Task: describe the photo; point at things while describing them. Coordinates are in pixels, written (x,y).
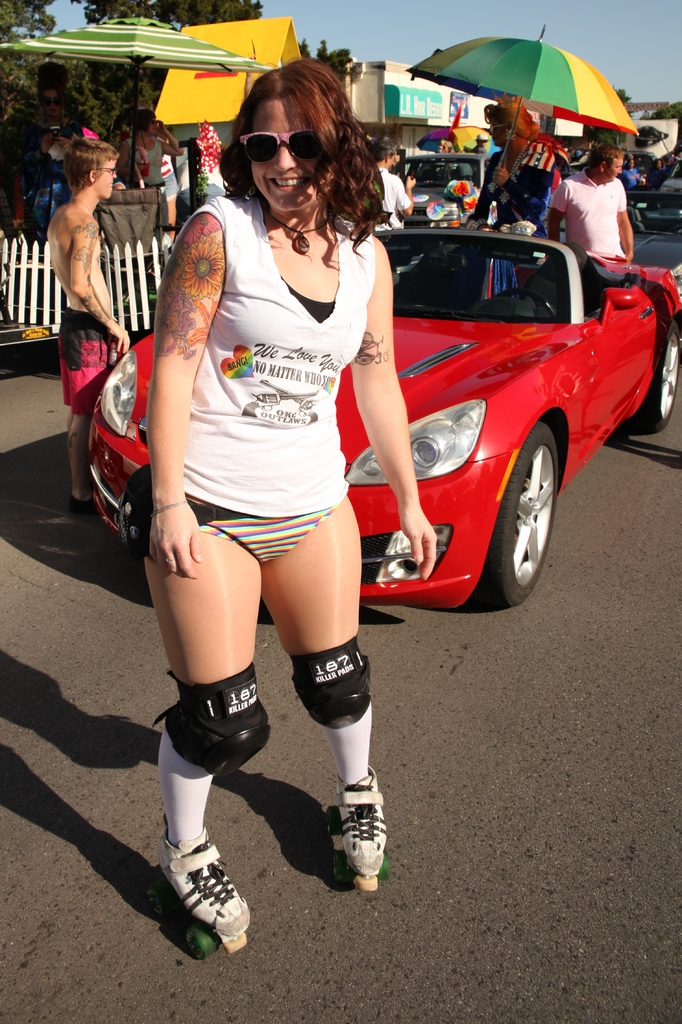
This picture shows a woman (259,368) standing and wearing a knee pads (240,716) and a skating shoes (211,953). She is smiling. In the background (468,391) there is a car (506,301) and there are some people (524,164) standing, holding an umbrella (471,60) here.
